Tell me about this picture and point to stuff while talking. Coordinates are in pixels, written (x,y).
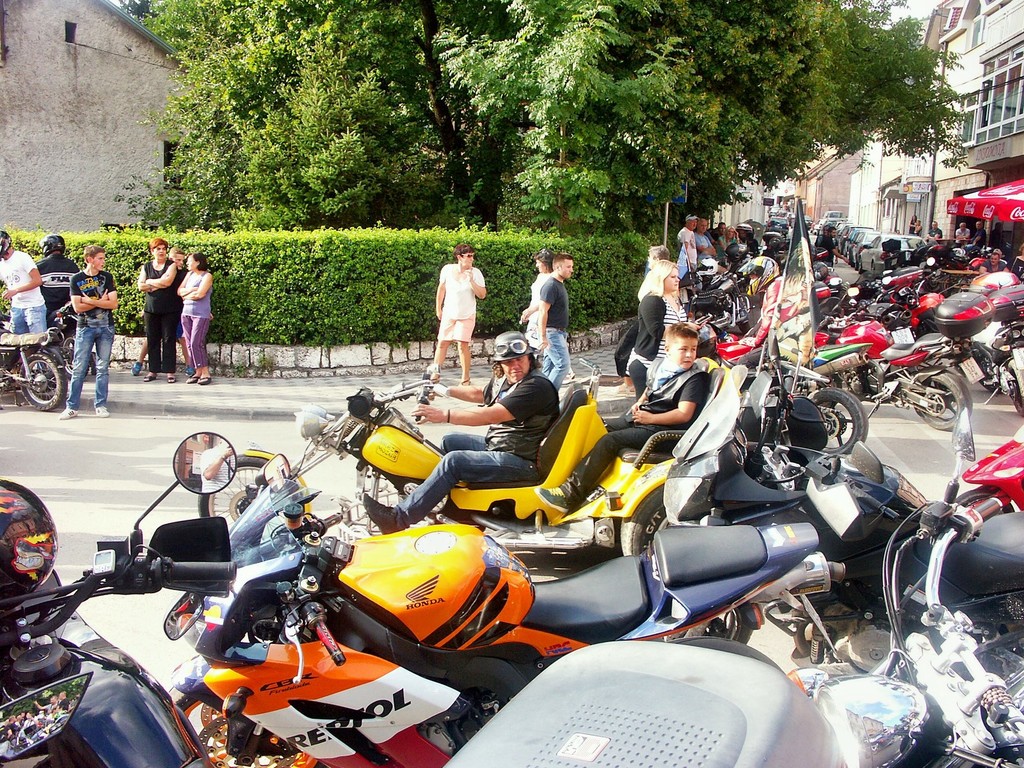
This is the picture of a road (136,632). In this image there are group of people (90,296) standing on the road (339,482) and there are two persons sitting on the vehicle (453,520). There are vehicles (917,401) on the road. At the back (939,163) there are buildings (5,112) and trees (685,132) and there are poles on the footpath (190,395). At the bottom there is a road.
